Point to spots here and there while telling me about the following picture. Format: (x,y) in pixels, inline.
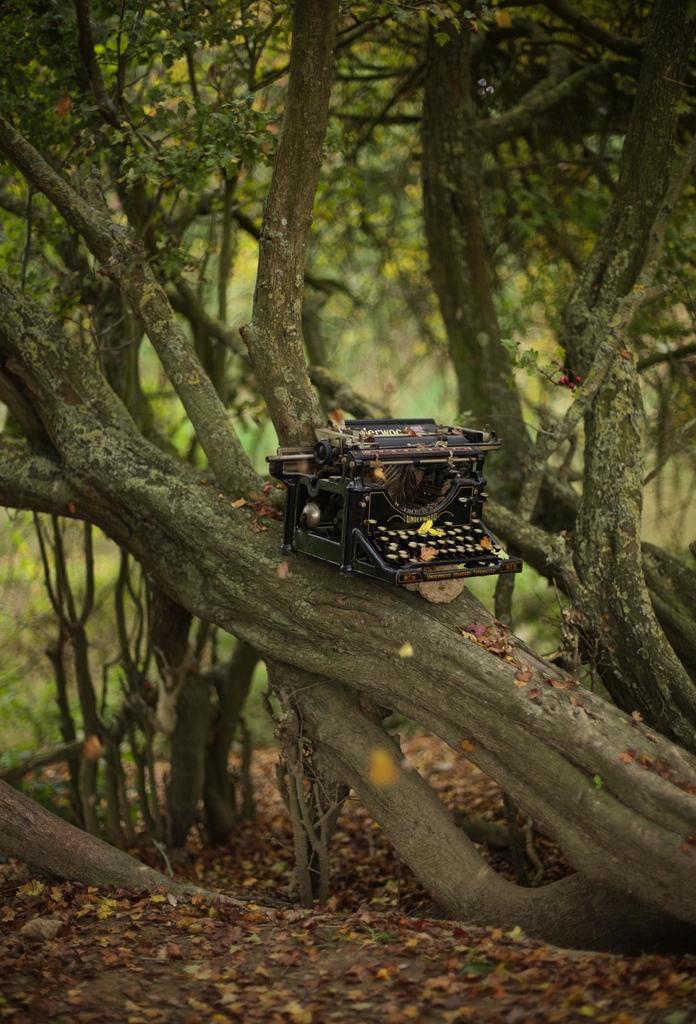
In this image I can see the black color object (318,552) on the branch (240,542) of the tree (51,376). In the background (176,251) I can see many trees (252,274).
